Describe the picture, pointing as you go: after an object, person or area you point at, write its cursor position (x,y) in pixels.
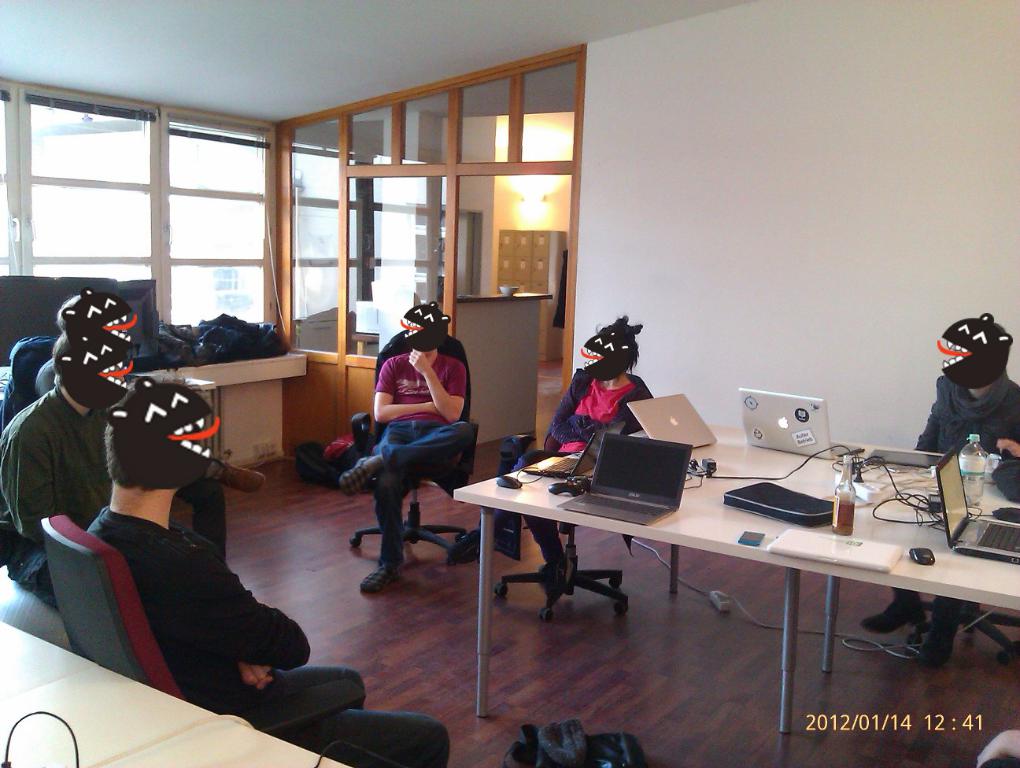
This is an edited image, in that, we can see a few people (89,428) sitting on the chairs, there is a window (356,236), lockers (534,255), a bowl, a partition (360,163), and the wall (583,245), there is a table (713,515), on that table (690,511) there are laptops (652,480), mouses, bottles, cell phone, wires (709,474), bags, papers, also we can see some bags (175,361) on another table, there is an electrical socket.
